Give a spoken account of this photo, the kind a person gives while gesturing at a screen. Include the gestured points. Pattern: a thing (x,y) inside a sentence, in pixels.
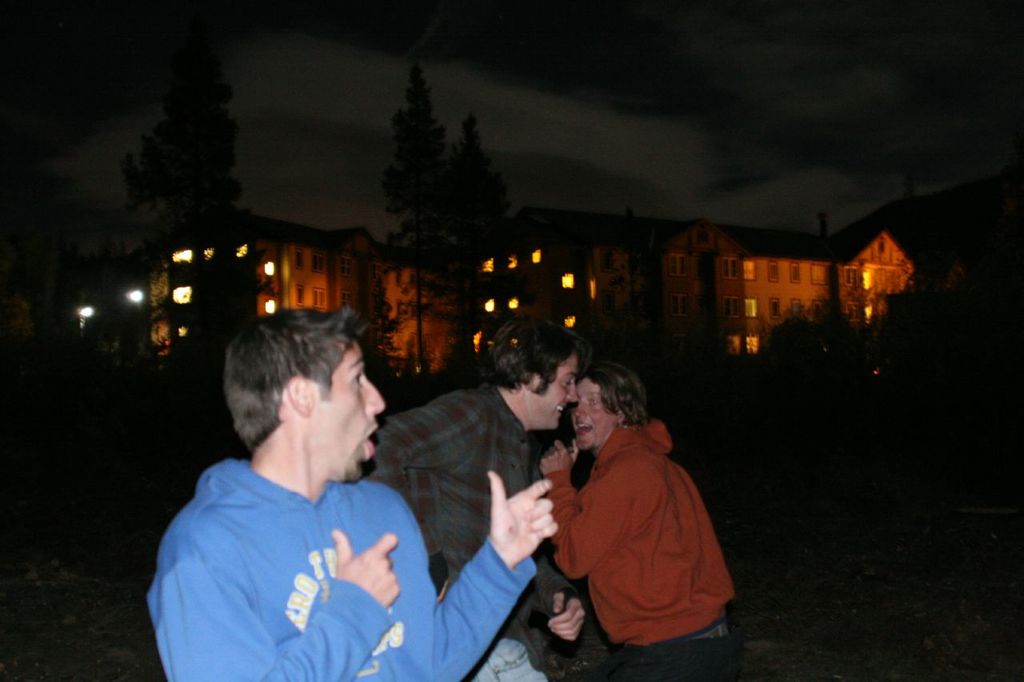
In this image we can see three persons (471,478) and behind the persons (434,413) there are few trees (463,291) and buildings (559,282). In the buildings (282,274) we can see the light (489,305).
